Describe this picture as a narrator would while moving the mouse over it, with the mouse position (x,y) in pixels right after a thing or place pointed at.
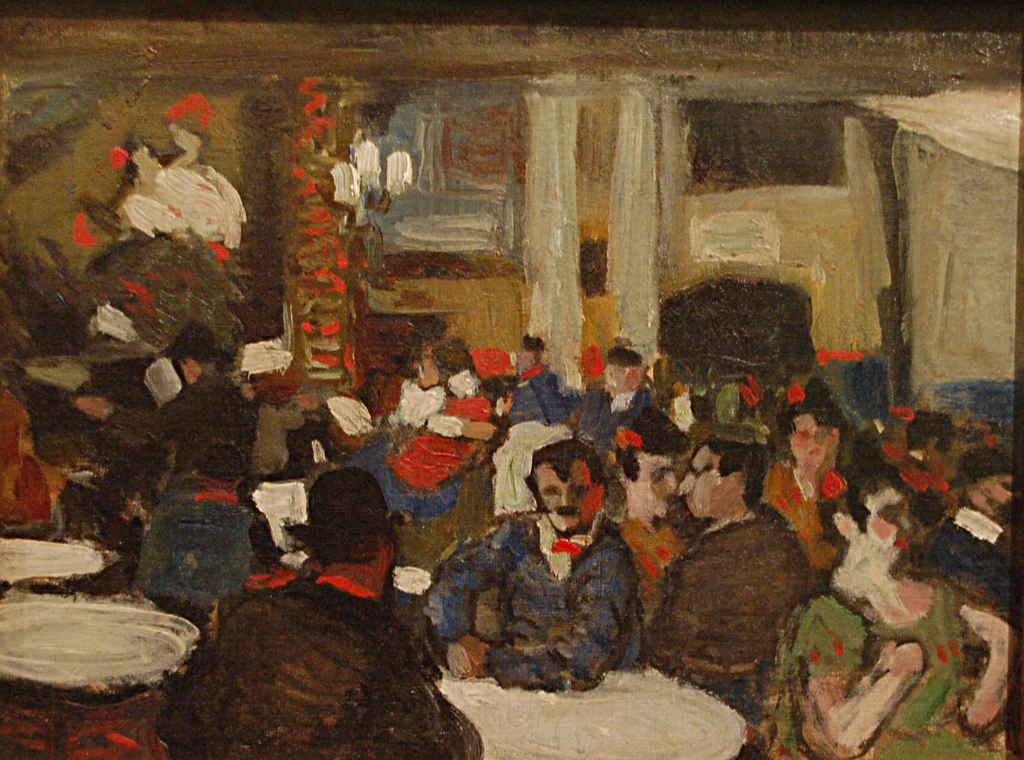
Here in this picture we can see a painting (674,356) of people (635,542) sitting over a place (850,416).
